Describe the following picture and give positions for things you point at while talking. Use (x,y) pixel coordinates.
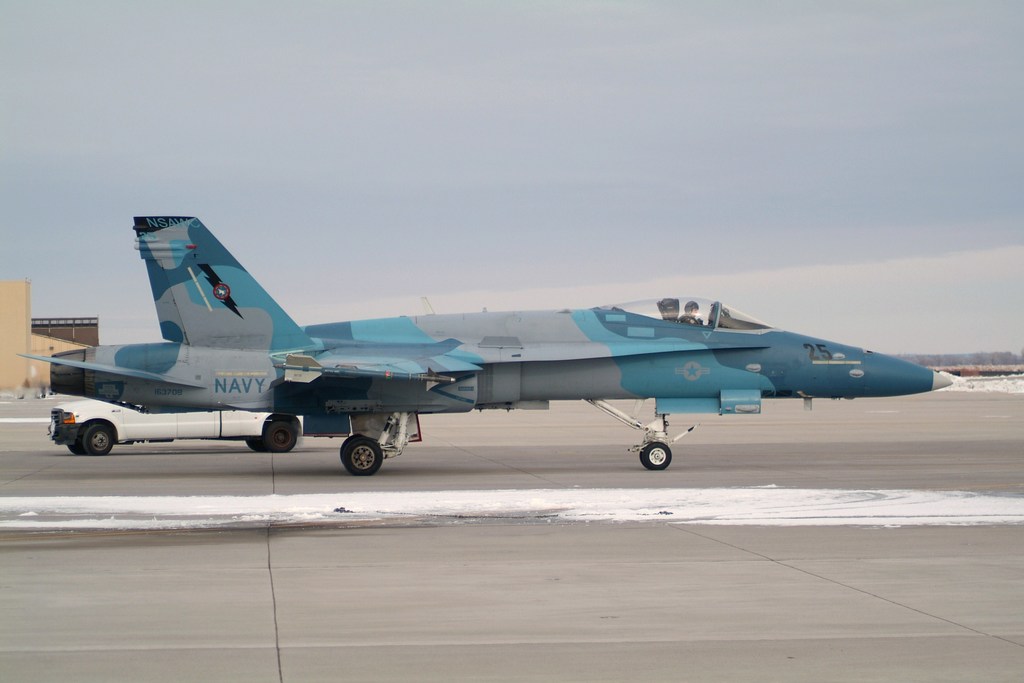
In this picture, we can see an aircraft (144,258), a vehicle (100,418), road (419,453), buildings (4,314) and the sky (839,117) with clouds (839,117).
